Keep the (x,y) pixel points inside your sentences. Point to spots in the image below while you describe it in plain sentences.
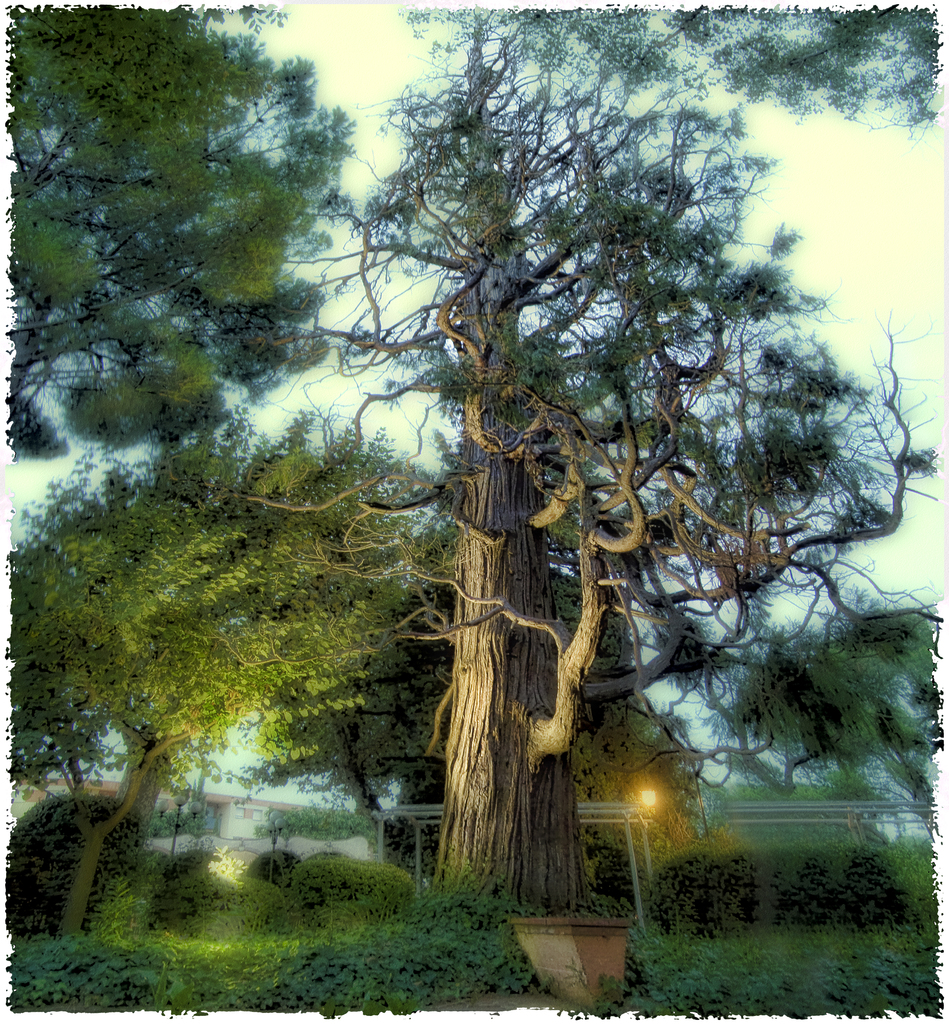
In this picture, there are trees (592,664). At the bottom (465,900), there are plants (354,945) and a pot (534,948). In the background (390,159), there is a sky (789,265).
